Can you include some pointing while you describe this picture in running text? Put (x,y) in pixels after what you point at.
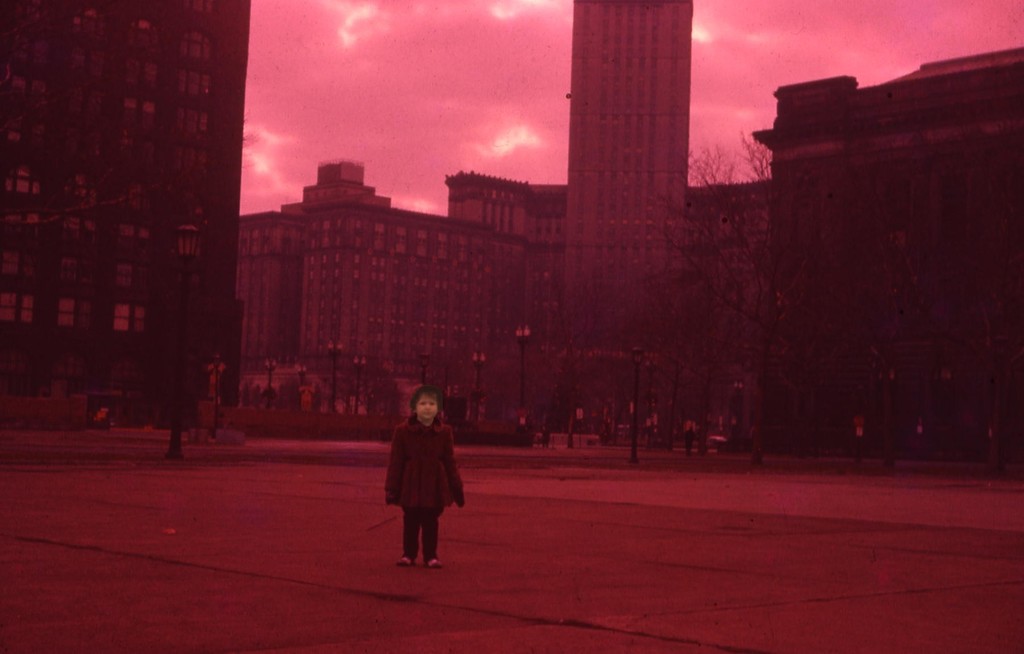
In this edited image there is a girl (414,428) standing on the road (356,587). Behind her there are buildings (699,217), trees (722,338) and street light poles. At the top (465,81) there is the sky (725,57).
